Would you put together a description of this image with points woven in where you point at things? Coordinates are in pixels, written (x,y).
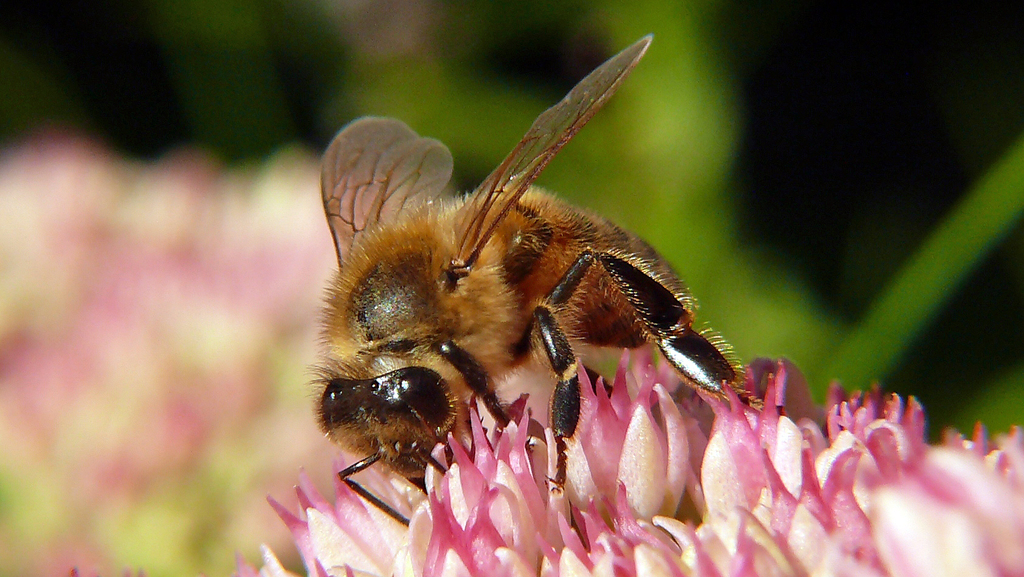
In this picture I can see an insect (574,284) on the flowers (308,554), and there is blur background (75,65).
